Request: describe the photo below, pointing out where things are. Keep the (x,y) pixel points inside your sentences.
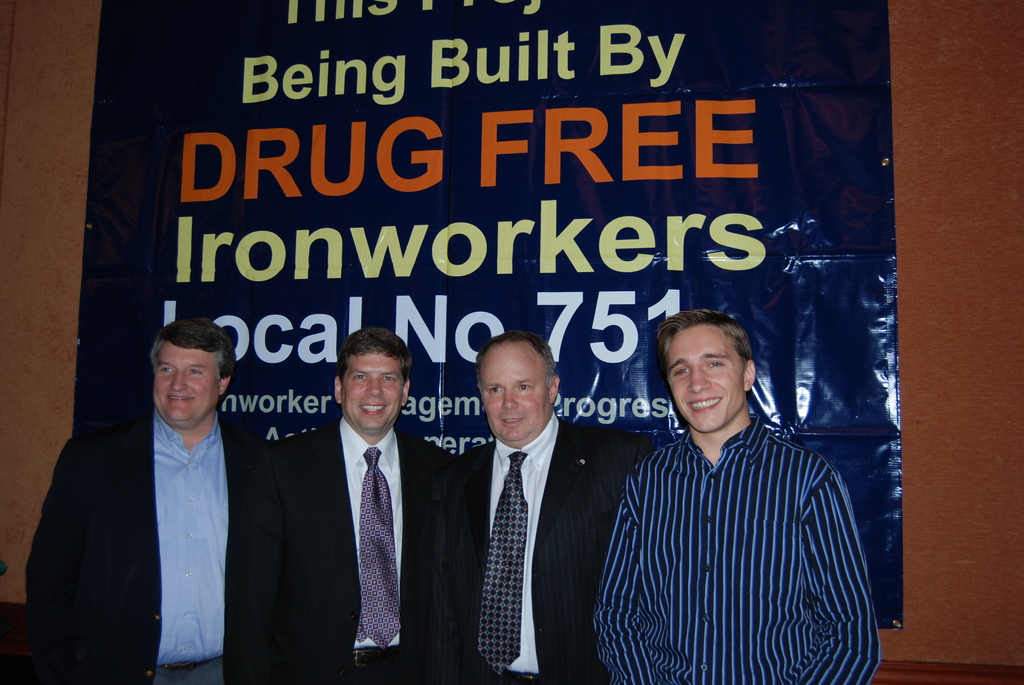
In the center of the image (370,434) we can see some persons (131,667) are standing and smiling and some of them are wearing suit (423,588), tie (375,480). In the background of the image (446,257) we can see the wall (919,471) and banner (485,217).
